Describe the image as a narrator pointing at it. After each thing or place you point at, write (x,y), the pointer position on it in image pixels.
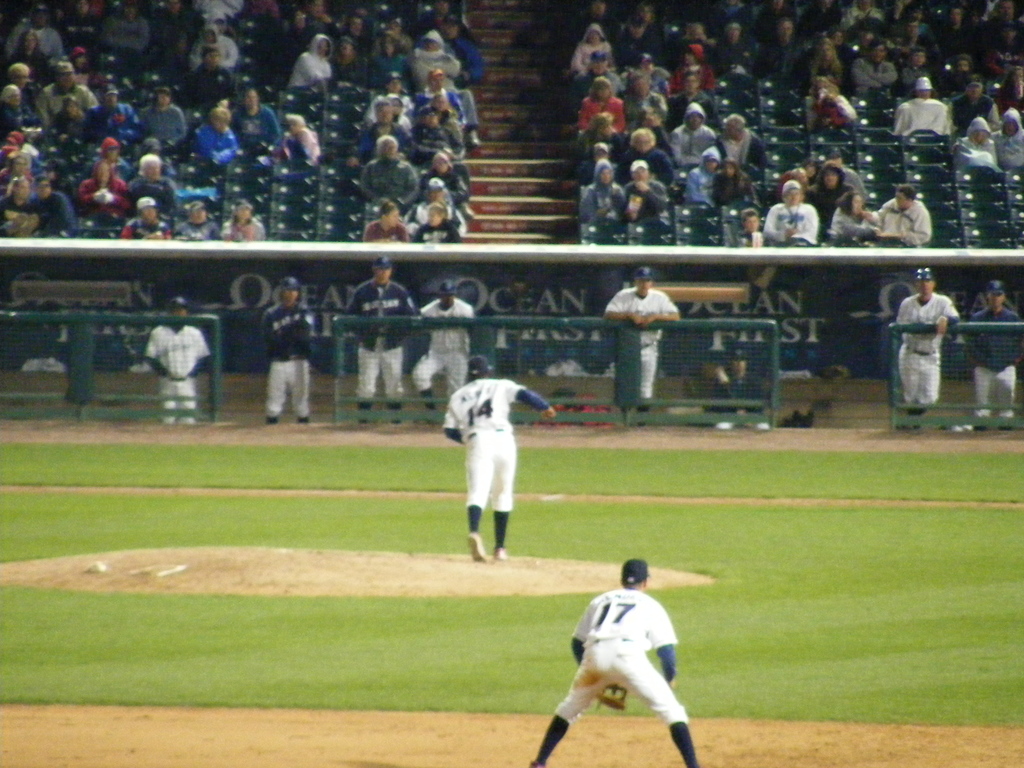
In this image I can see a ground (436,435) and there are two persons (468,437) in the ground (589,549) and at the top of the picture (420,94) I can see some spectators (416,133). There are some grills (416,316) separating spectators (415,112) from the players (491,497).
